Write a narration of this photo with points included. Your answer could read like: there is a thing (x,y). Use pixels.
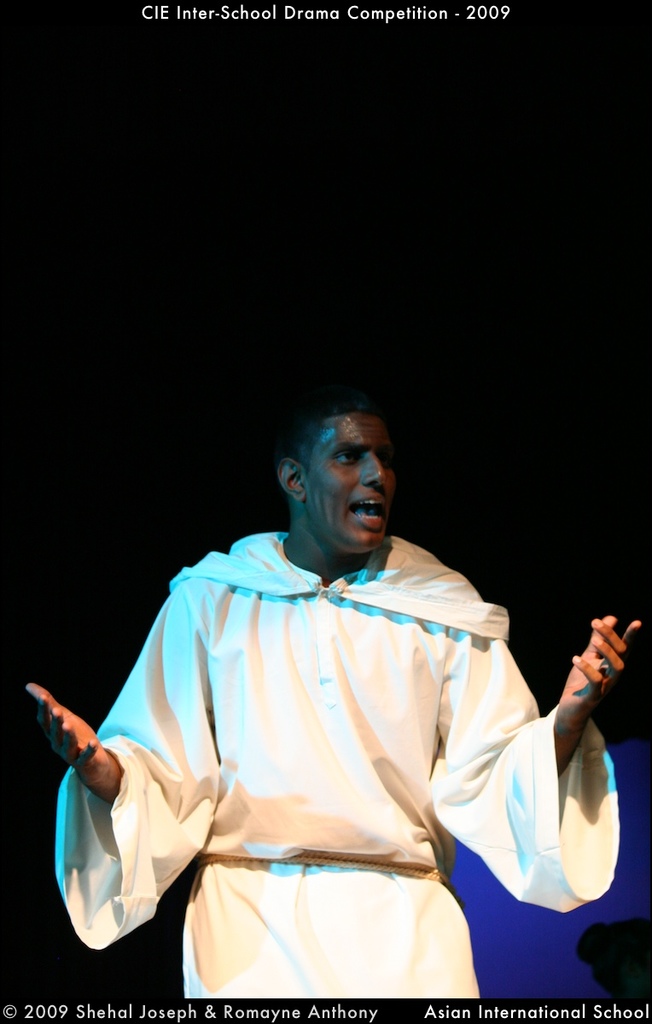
There is one person (318,822) standing and wearing a white color dress (316,695), and it is dark in the background (319,302). There is some text (377,13) written at the top of this image (341,13) and at the bottom of this image (253,1014) as well.
